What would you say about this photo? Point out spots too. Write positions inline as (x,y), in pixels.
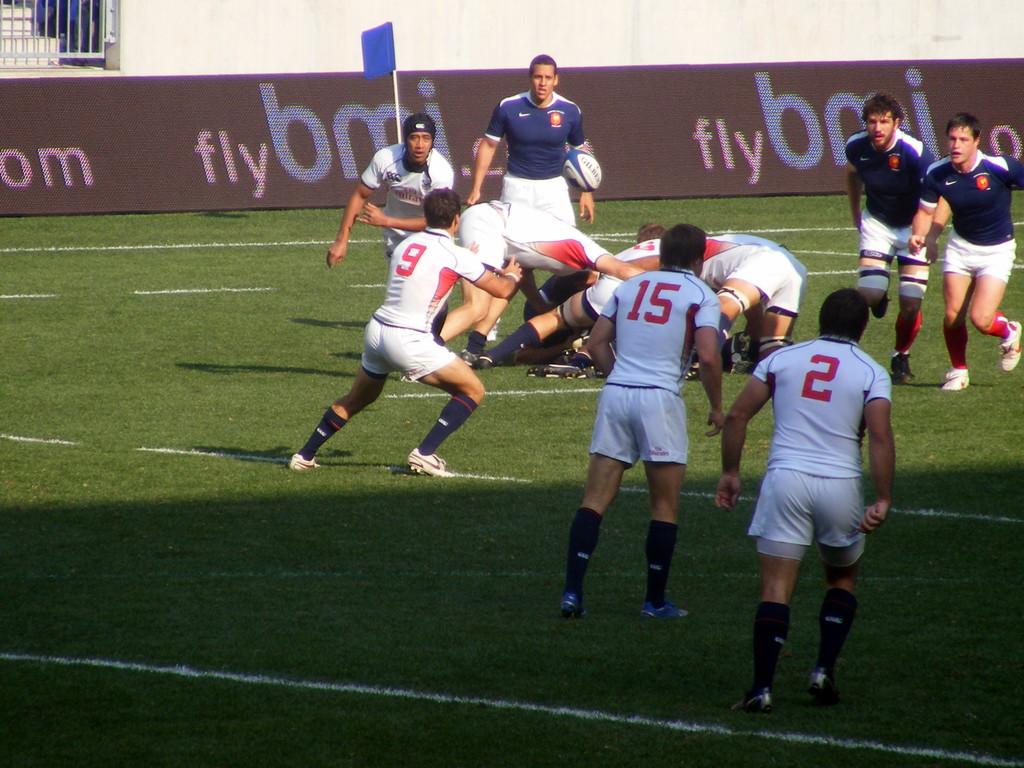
In the center of the image (532,336) we can see a group of persons (665,327) are there. At the top of the image (291,132) we can see board (343,119), flag (386,29), wall (261,44), stairs (27,26) are there. In the background of the image (109,269) ground (396,437) is present.
